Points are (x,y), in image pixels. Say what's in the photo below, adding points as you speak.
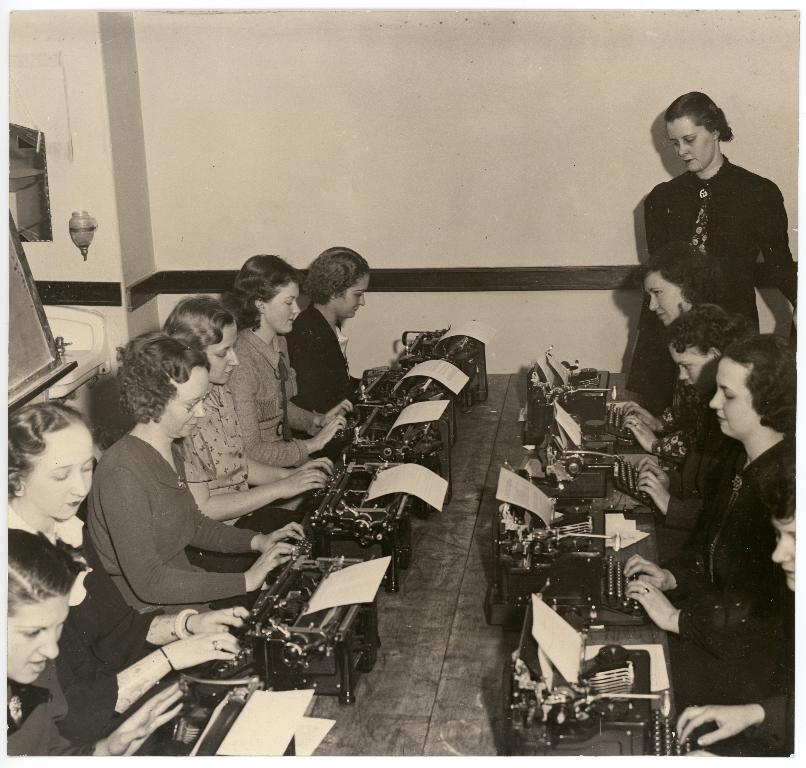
In this image we can see a group of people (293,434) sitting on the chairs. In the foreground (281,586) we can see some machines (281,574) and papers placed on the surface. On the left side (84,369) we can see a sink (95,367), a mirror (40,241) and a lamp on a wall (306,253). On the right side (782,290) we can see a woman (727,243) standing.
